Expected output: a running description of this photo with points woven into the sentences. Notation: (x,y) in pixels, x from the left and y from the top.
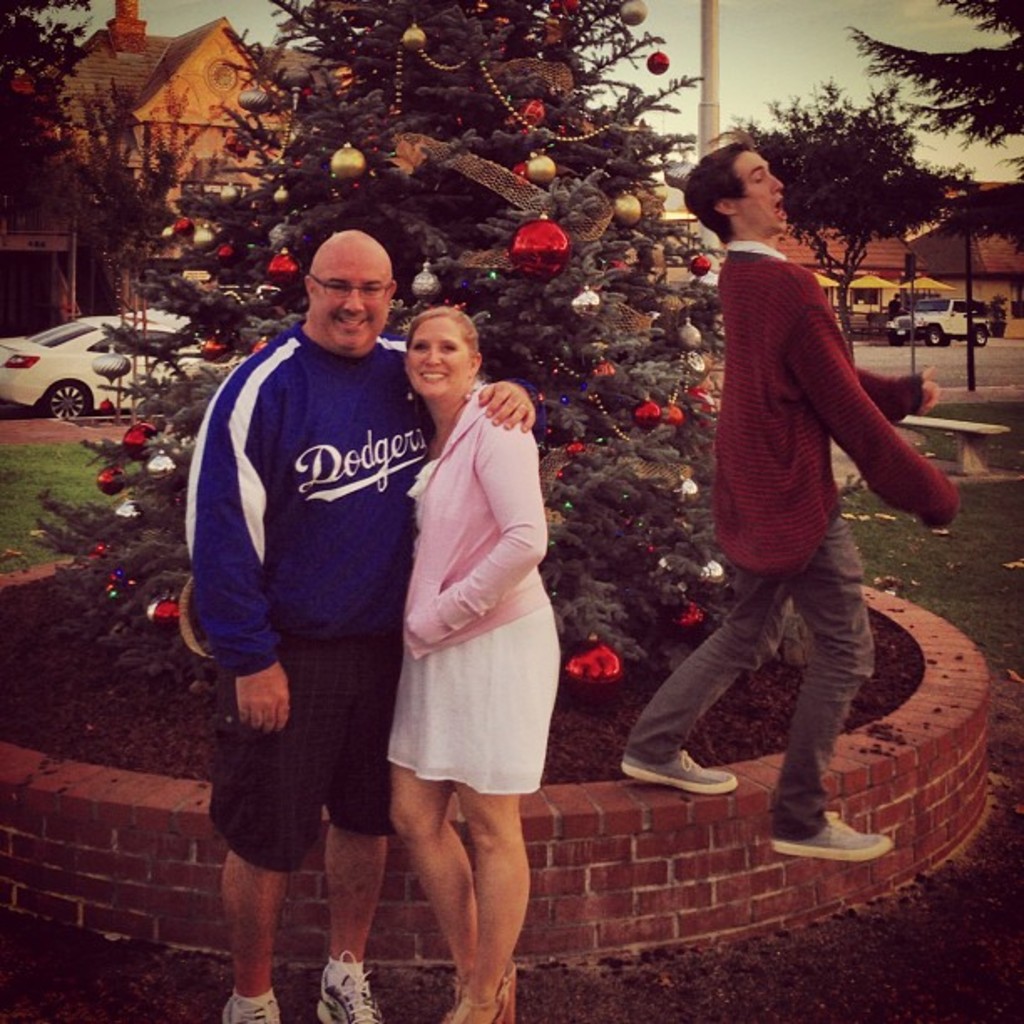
In this picture I can see a man (332,332) and a woman (463,548) in front (316,590), who are smiling and I see another man (728,328) on the right side of this picture (834,434) and behind them I can see a Christmas tree (472,40) on which there are decorations (696,373). In the background (165,106) I can see number of trees (954,71), houses (975,279) and few cars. I can also see the grass (1019,610) in the middle of this picture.
